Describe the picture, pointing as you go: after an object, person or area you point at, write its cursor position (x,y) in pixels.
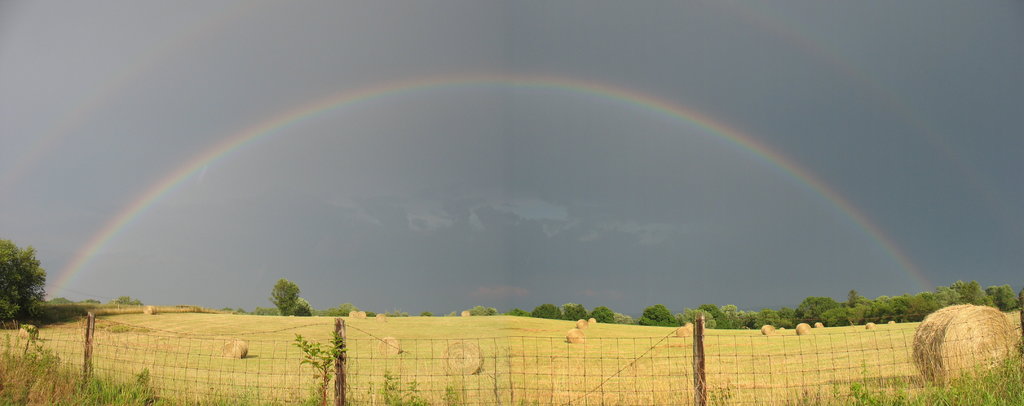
At the bottom of the image (93,313) we can see the fence (548,371), behind it there are dry grass rolls (235,351) and trees (28,312), in the background (389,309) we can see a double rainbow (872,227) and clouds (880,90) in the sky (943,128).
